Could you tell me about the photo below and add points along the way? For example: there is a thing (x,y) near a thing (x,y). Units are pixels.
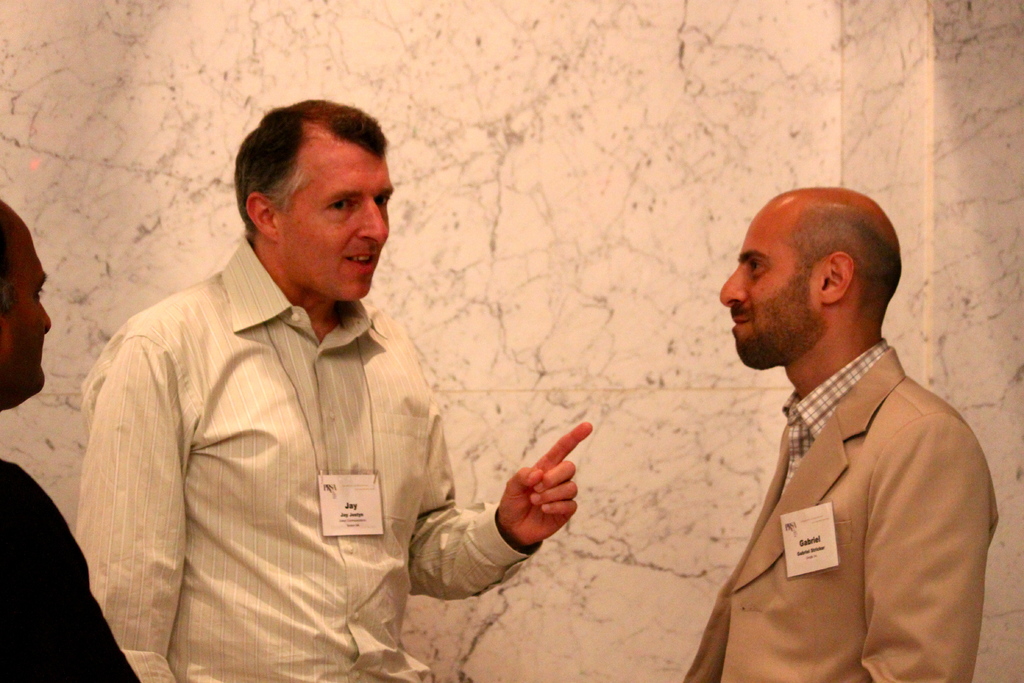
In this picture we can see three men (789,511), they wore tags (820,555), in the background (529,303) there is a wall (473,157).
